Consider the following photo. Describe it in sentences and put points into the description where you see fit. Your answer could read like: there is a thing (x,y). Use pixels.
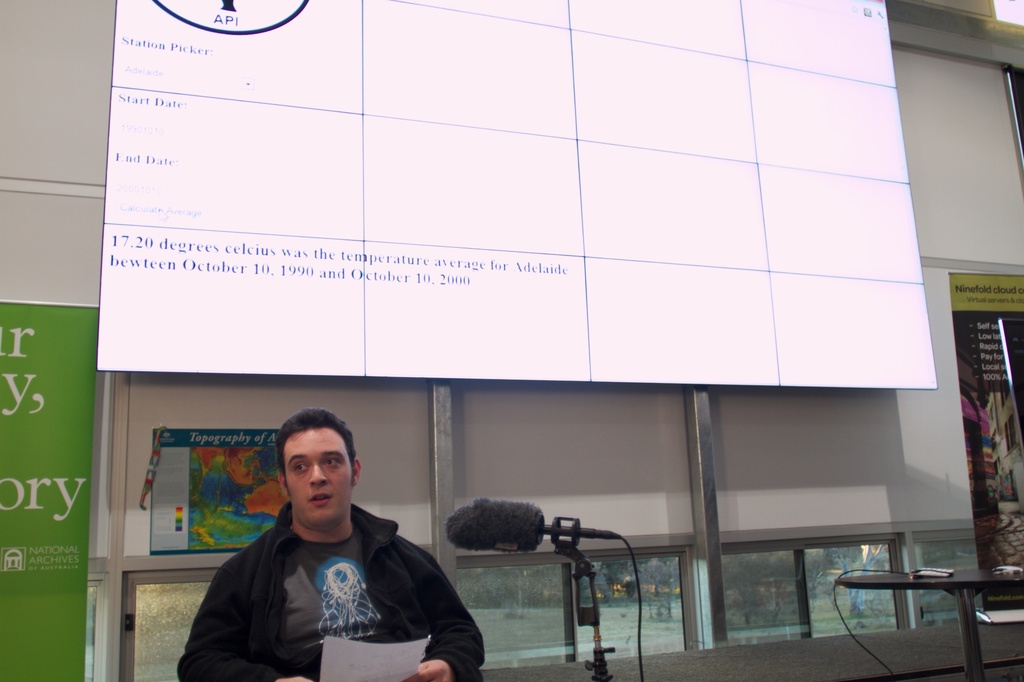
At the bottom of the image (319,491) we can see a man (292,664) standing and holding a paper (398,672) in his hand (448,666). In the center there is a mic (559,534) placed on the stand (603,653). On the right (977,579) we can see a table (970,606). In the background (479,327) there is a screen (577,296), boards (51,469) and a wall (942,236).
